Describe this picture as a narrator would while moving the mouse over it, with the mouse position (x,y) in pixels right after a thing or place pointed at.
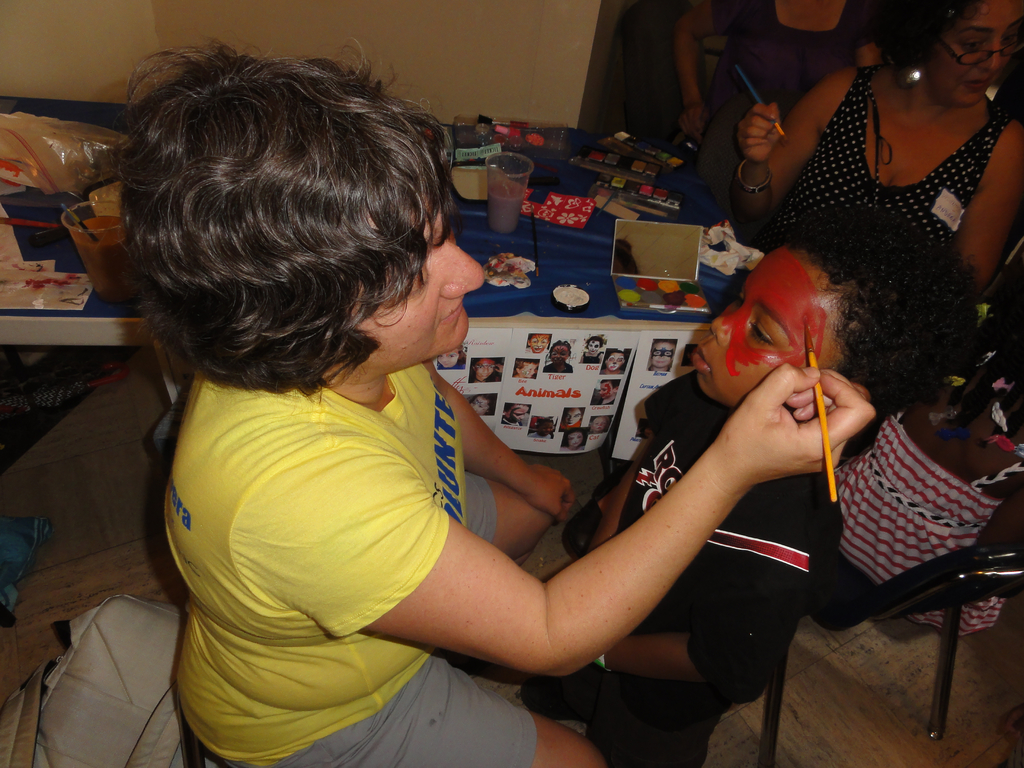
In this image, we can see a person (351,536) is painting on a kid face (800,320) with brush (828,462). Background (596,237) we can see a tablecloth (595,254). Few objects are placed on it. Top of the image (504,42), there is a wall (507,54). Right side (994,228) top corner, we can see few people (817,154).
